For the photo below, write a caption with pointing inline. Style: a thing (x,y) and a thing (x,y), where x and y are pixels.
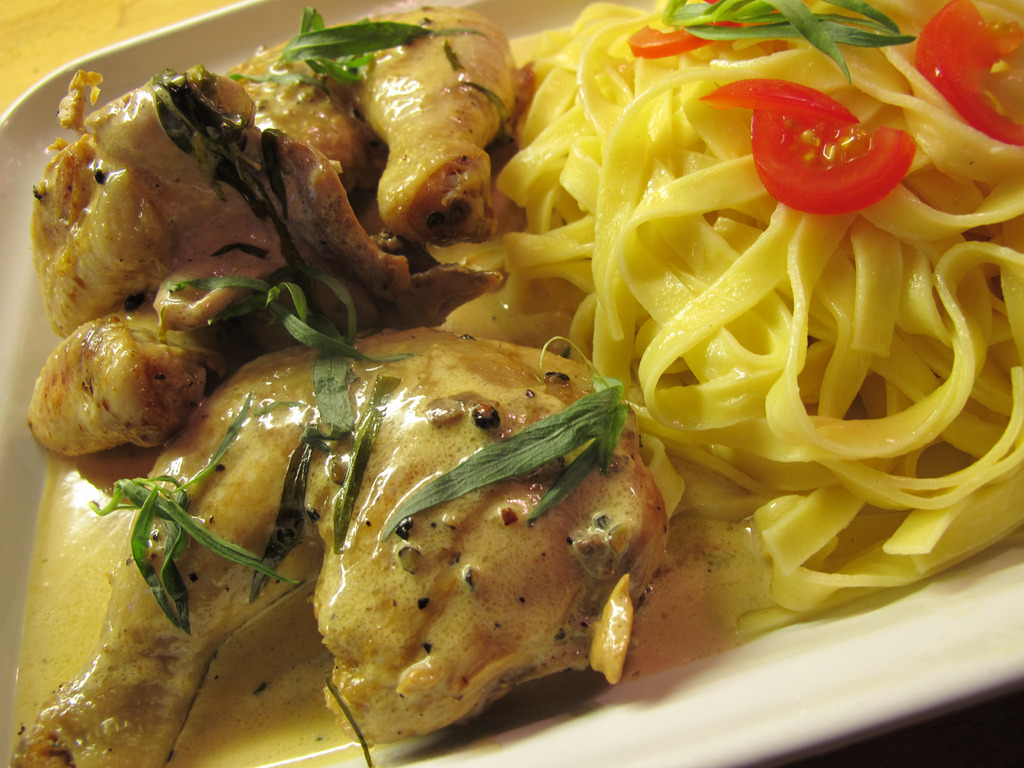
In this picture, we can see a plate (938,683), in that plate (1018,654), we can see some food items (675,206).
